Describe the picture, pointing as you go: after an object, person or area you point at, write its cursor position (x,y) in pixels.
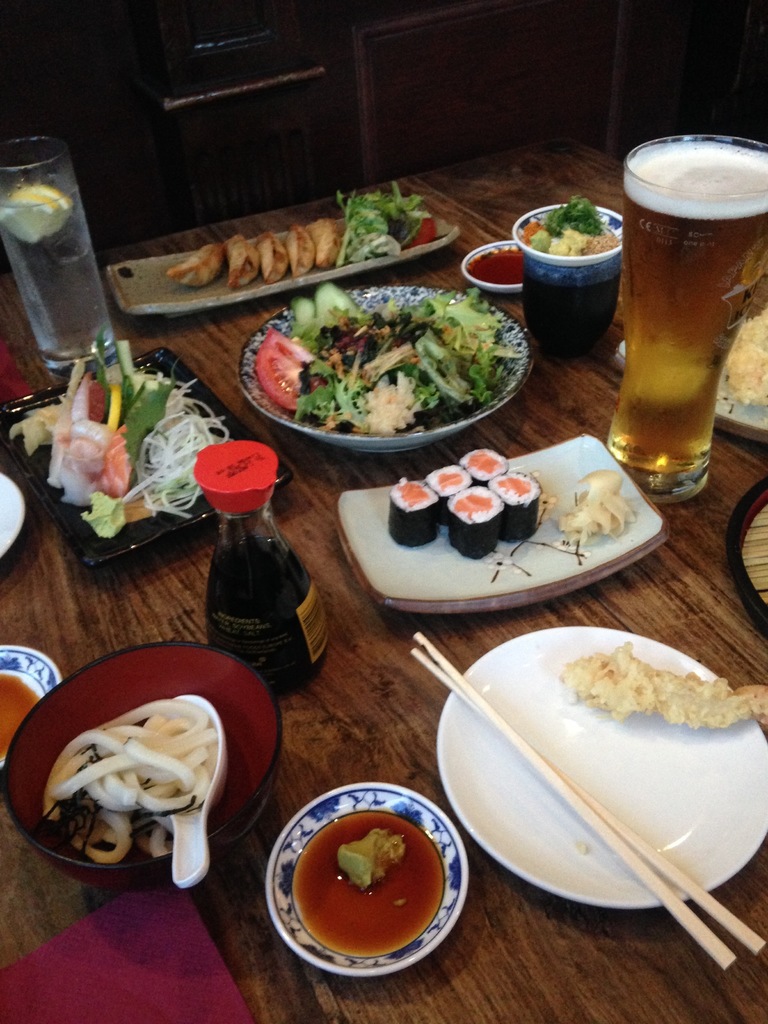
I can see in this image there are two glasses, plates (459,802), cups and other objects (312,594) on the table (328,553).
